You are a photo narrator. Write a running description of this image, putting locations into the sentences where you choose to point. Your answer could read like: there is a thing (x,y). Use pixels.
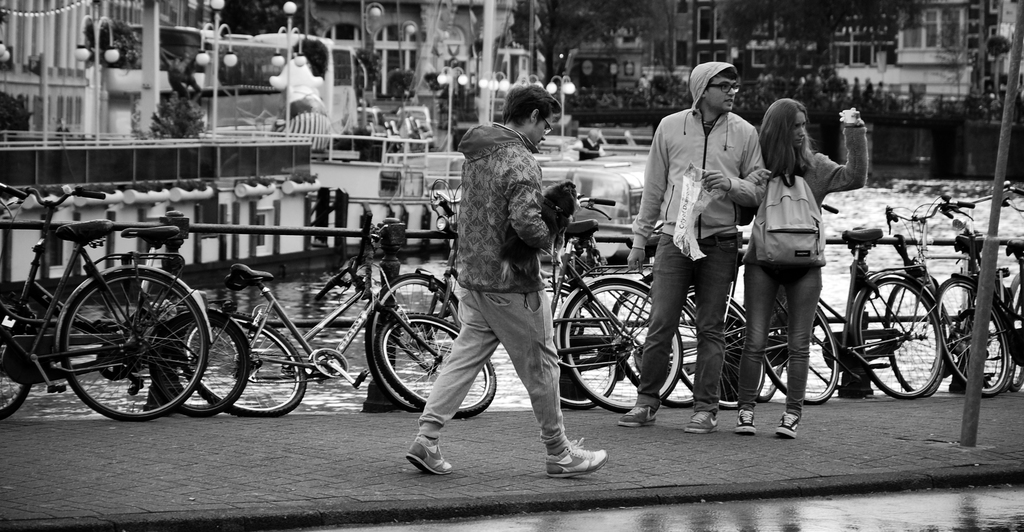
It is a black and white picture. In this picture I can see water (408,284), railings (5,222), trees (809,3), buildings (455,44), light poles (217,60), plants (182,111), bicycles (586,266), people (505,195) and objects (322,78). In the front of the image (519,92) one person (522,154) is holding a dog (519,237) and another person (785,173) wore a bag (787,176). That man (739,205) is holding an object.
